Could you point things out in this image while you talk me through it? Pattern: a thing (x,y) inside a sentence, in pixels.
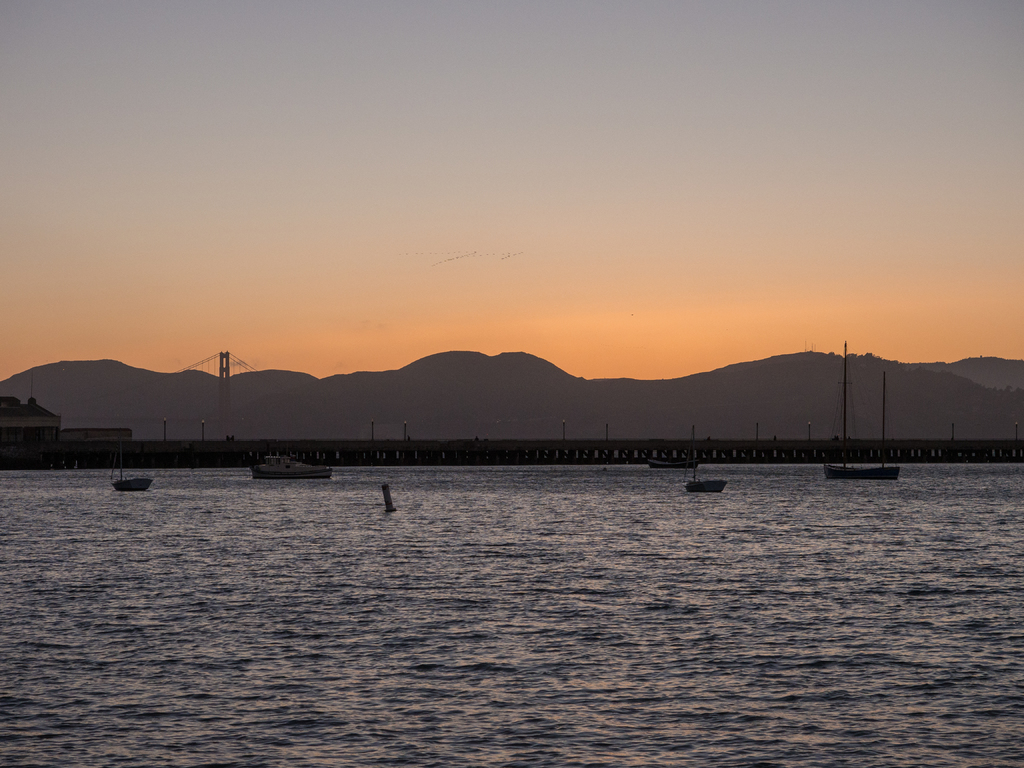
In this image we can see bridge (201,448) across the river (183,480), buildings (77,430), towers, ships (120,444) and boats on the water (573,535), hills (198,383) and sky (622,354).
